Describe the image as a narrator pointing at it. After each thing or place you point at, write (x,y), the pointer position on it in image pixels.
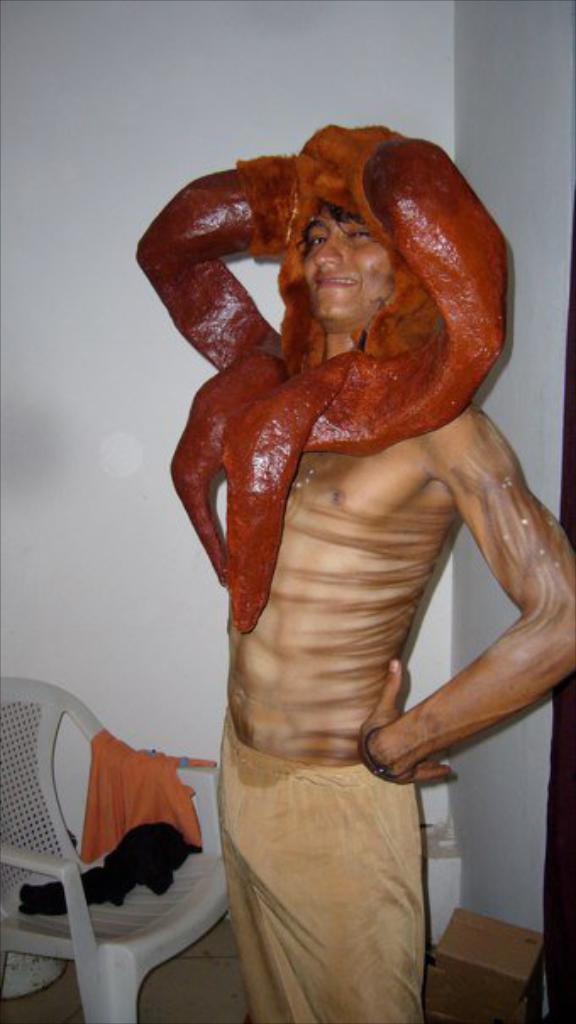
The person (326,445) wearing a fancy dress (372,444) and there is a chair (143,767) behind him and the wall (118,131) is white in color.
